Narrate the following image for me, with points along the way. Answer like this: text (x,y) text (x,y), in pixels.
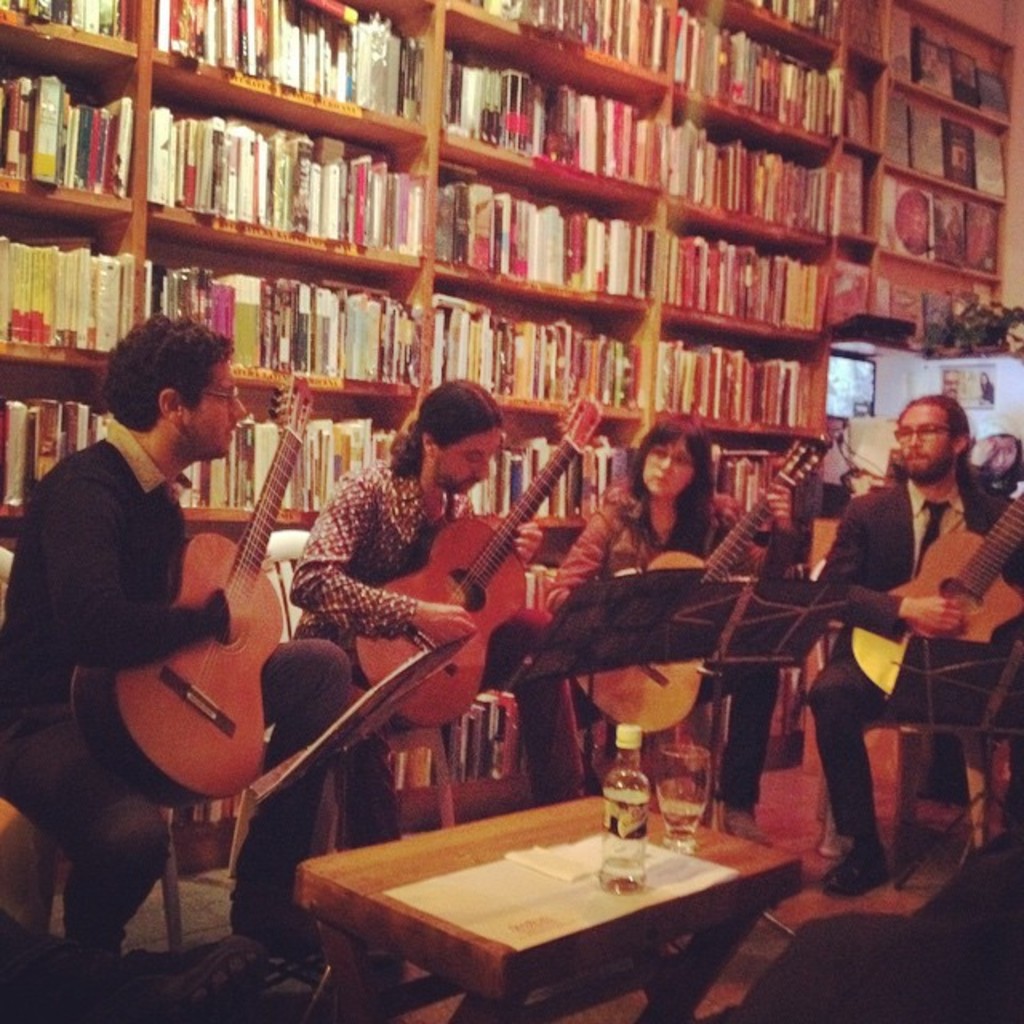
In this picture we can see some persons (287,796) are playing guitar (620,707). This is table (388,916). On the table (363,907) there is a bottle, and glass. On the background (74,60) we can see rack (74,60). And there are some books (518,381).
